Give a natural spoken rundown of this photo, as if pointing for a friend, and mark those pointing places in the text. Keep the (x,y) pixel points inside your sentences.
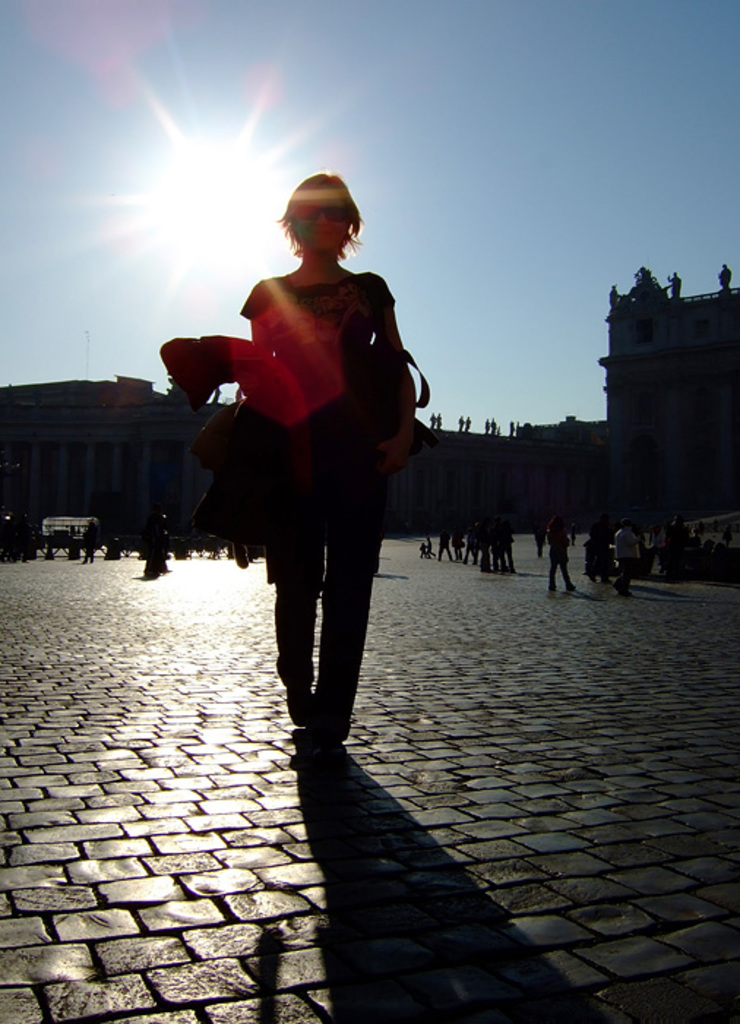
This is the woman (317,549) standing. These are the buildings (489,468). I can see groups of people (489,539) standing. I think this is the sun (221,242) in the sky (276,171).
